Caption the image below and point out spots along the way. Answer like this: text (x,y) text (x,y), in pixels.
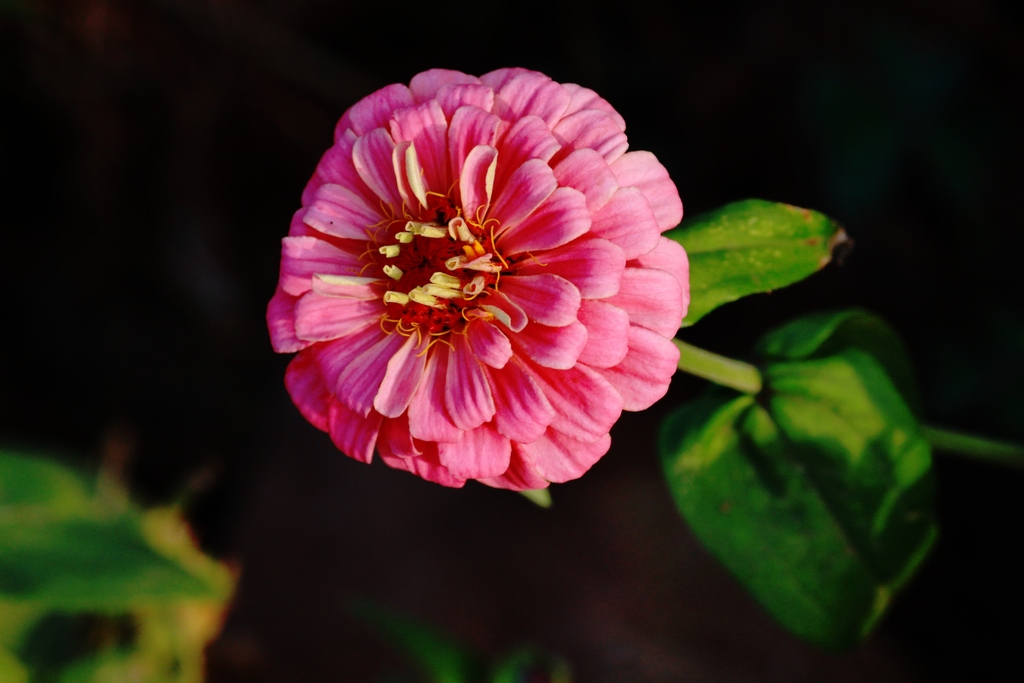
In this image we can see a flower (595,354). And we can see the leaves (770,346). And we can see the black background (133,113).
